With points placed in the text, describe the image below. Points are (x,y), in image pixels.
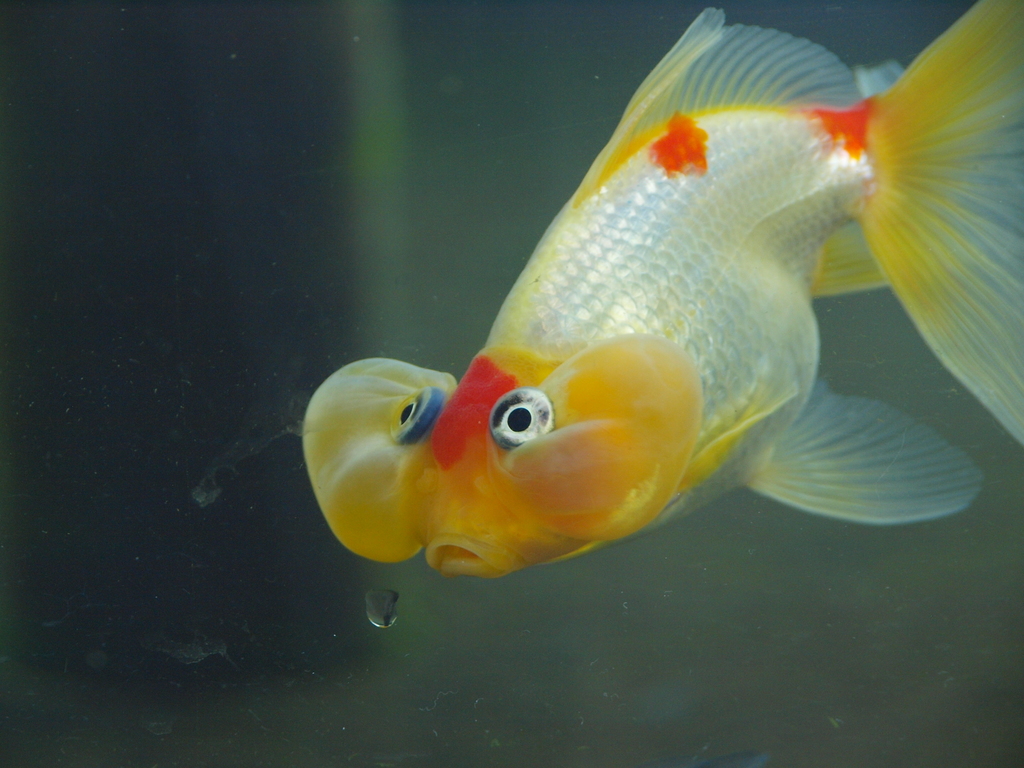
In this picture we can see a fish (540,317) and we can find a water drop (373,594).
